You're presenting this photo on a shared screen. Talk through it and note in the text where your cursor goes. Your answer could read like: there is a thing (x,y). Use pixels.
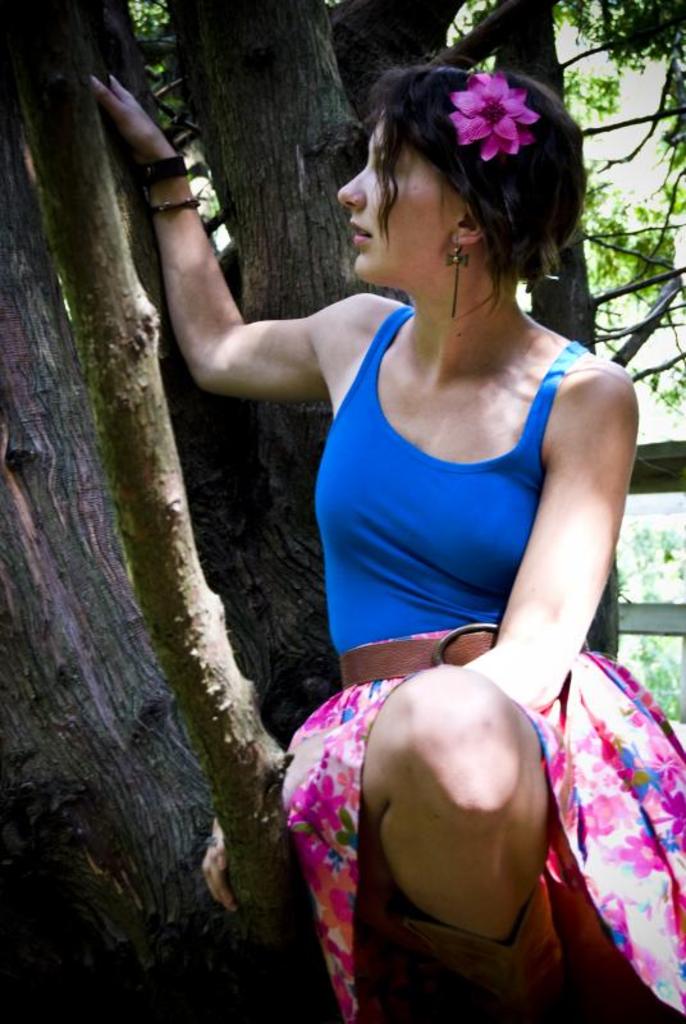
In the background (268,7) we can see the trees (567,63). On the left side of the picture (27,236) we can see the tree trunks (17,341). We can see a woman (204,243), she kept her hand (136,131) on a tree trunk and giving a pose.
